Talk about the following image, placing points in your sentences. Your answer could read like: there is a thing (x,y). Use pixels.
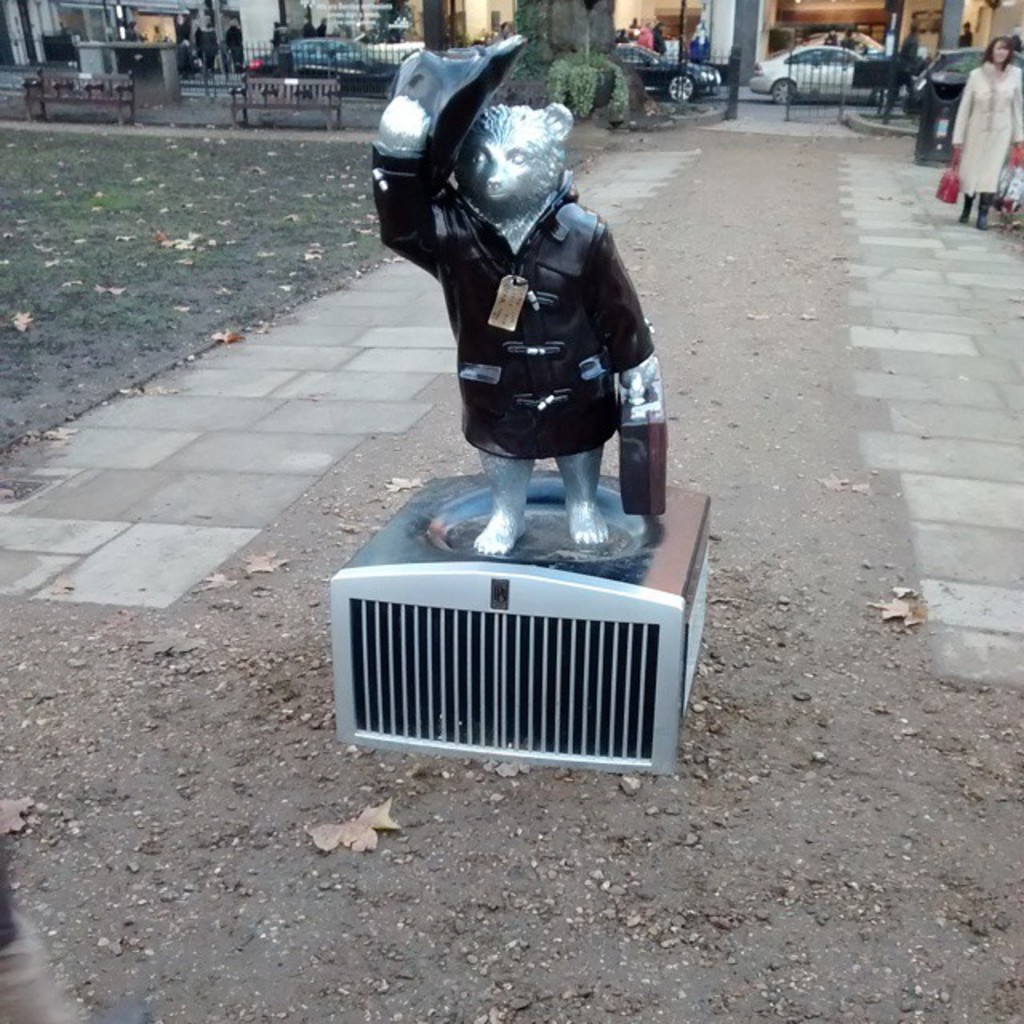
In this picture I can see there is a metal statue (518,507) and there is a person (979,122) walking at right side (1010,125) and there are few benches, grass (129,249) and trees (520,74) in the backdrop (103,263). There are few vehicles (654,67) moving on the road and there are few buildings (878,3) in the backdrop (717,11).
